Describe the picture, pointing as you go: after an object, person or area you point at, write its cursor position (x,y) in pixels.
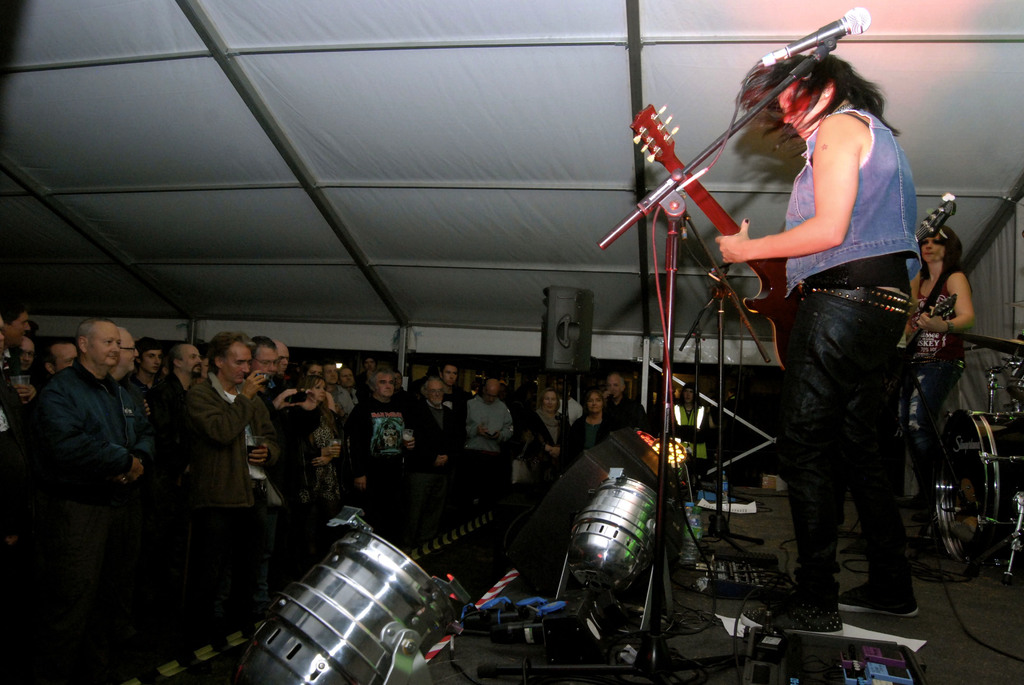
In this image, we can see two people (877,354) standing on the stage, they are holding guitars (908,339), we can see the microphones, there are some people (92,435) standing, at the top (237,42) we can see the shed (411,35).
